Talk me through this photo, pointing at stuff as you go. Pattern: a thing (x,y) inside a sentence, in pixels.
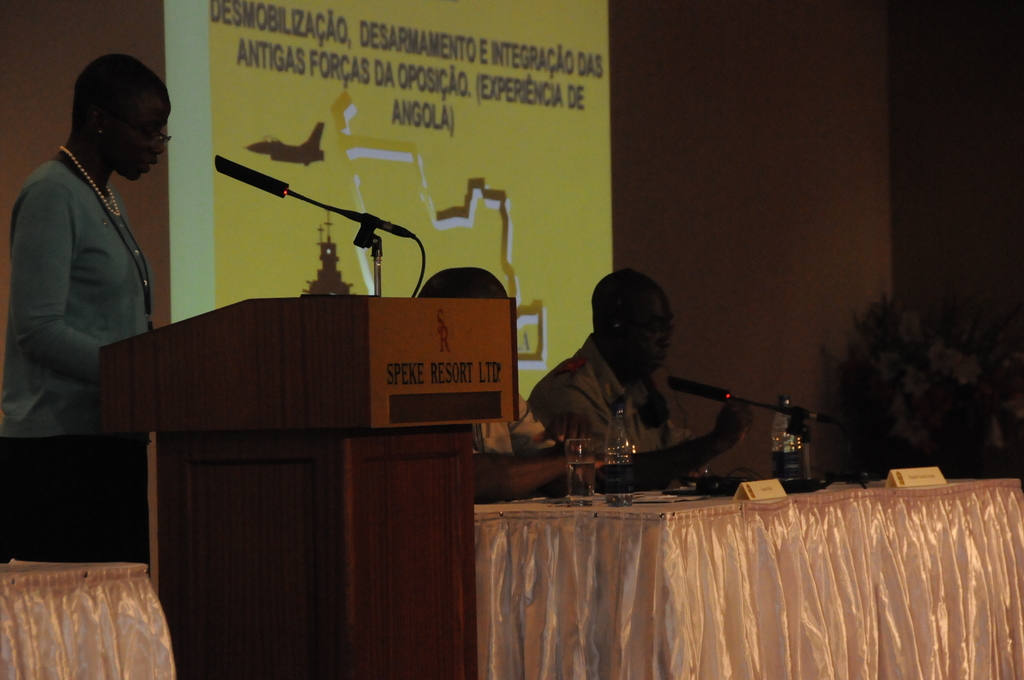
On the left side (24,278), the woman (24,278) in blue T-shirt (56,313) is standing. In front of her, we see a podium (356,395) on which microphone (365,216) is placed. She is talking on the microphone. Beside that, we see a table (665,551) which is covered with a white sheet (894,573). On the table (674,502), we see the glass (594,468), water bottles (631,469), papers (652,498), name boards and the microphone (773,407). Behind them, we see two men (641,449) are sitting on the chairs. On the right side (863,351), we see the flower pot (954,398). Beside that, we see a brown wall (786,279). In the background (519,130), we see a projector screen (507,205) with some text (426,129) displayed on it. In the left bottom (63,570), we see a table (138,612) which is covered with a white color sheet (97,625).
